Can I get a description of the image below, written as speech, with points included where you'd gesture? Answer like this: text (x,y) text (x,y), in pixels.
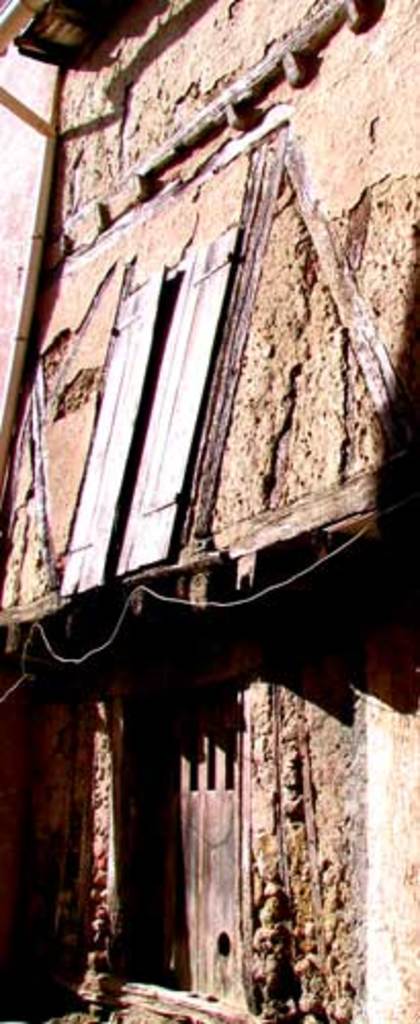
In this image we can see a house (110,827) with window (172,499) and door (218,805).
